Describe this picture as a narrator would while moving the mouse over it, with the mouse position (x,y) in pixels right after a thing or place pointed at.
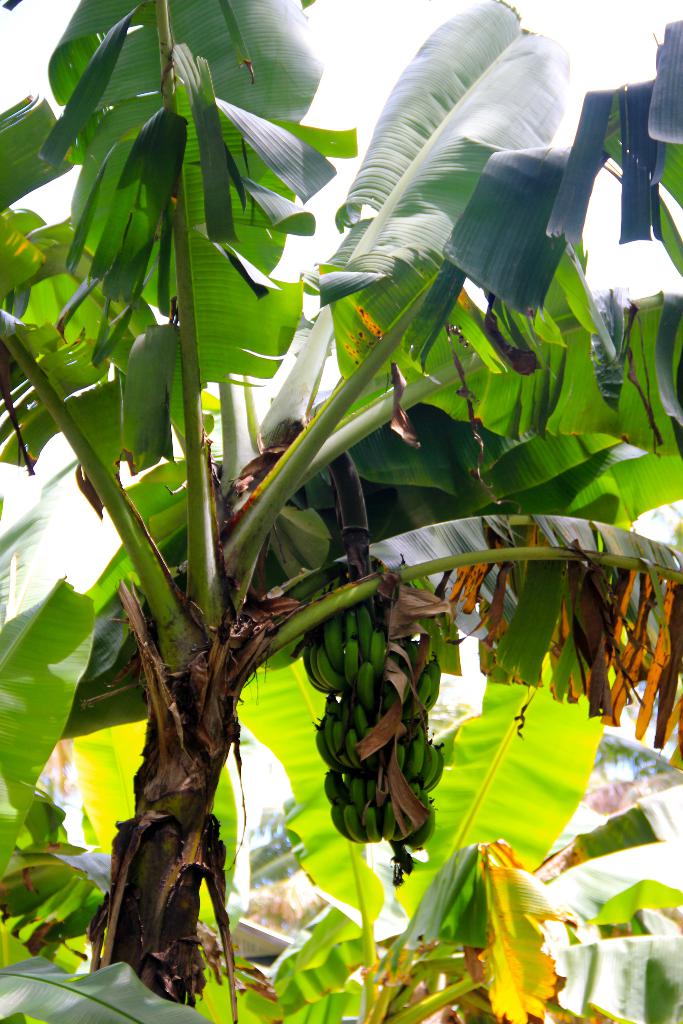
In the center of the image (312,603) there is a banana tree (413,236) with bananas (350,646).
